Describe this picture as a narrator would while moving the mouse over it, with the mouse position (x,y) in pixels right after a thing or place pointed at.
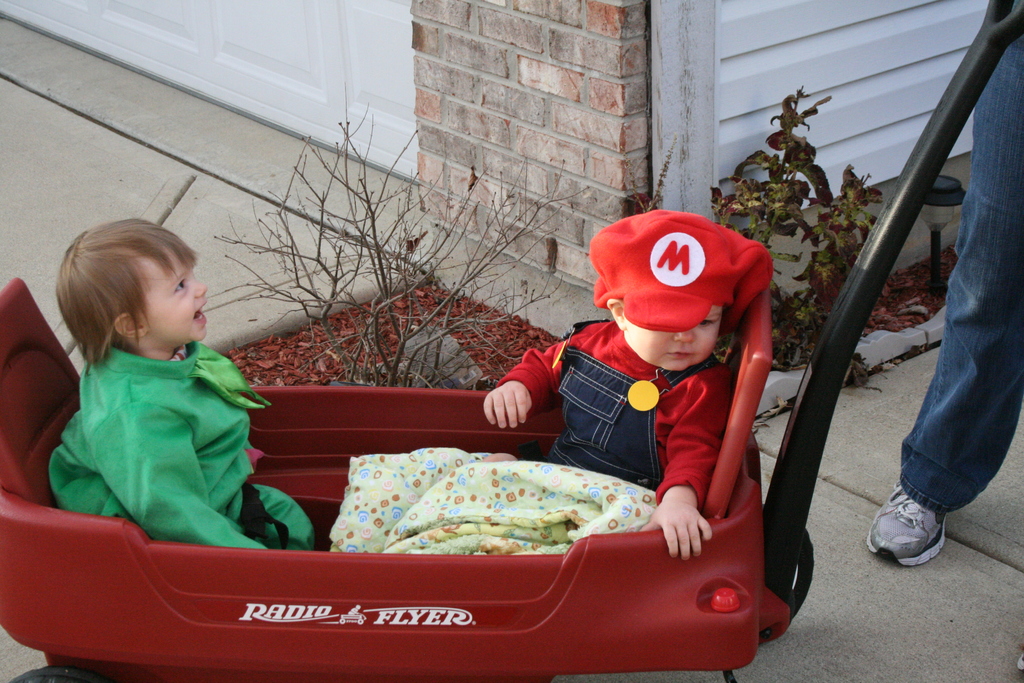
In this image two kids (710,421) are sitting in a trolley (711,500), near the trolley (617,580) there is a men (925,440), behind the trolley (551,406) there are plants (402,336) and a wall (490,142).
